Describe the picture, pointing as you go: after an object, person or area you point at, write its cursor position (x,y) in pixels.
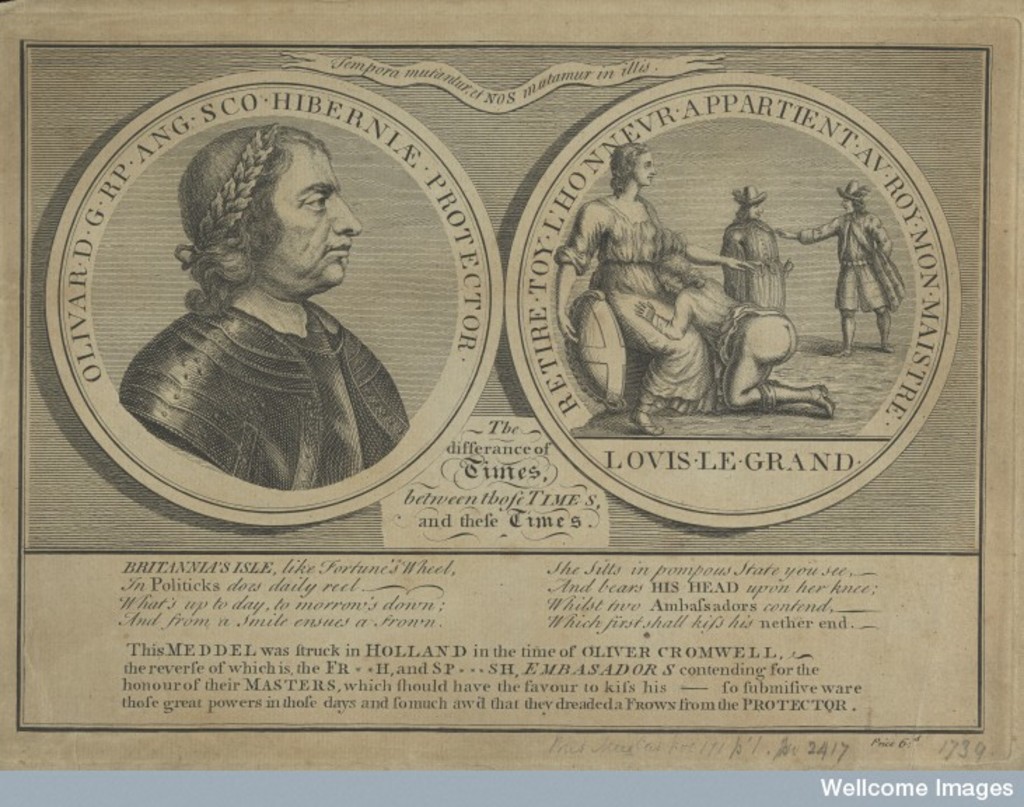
In the picture there are two different images (420,268) and below those images (691,393) some information (287,571) is mentioned regarding the pictures (400,366).
